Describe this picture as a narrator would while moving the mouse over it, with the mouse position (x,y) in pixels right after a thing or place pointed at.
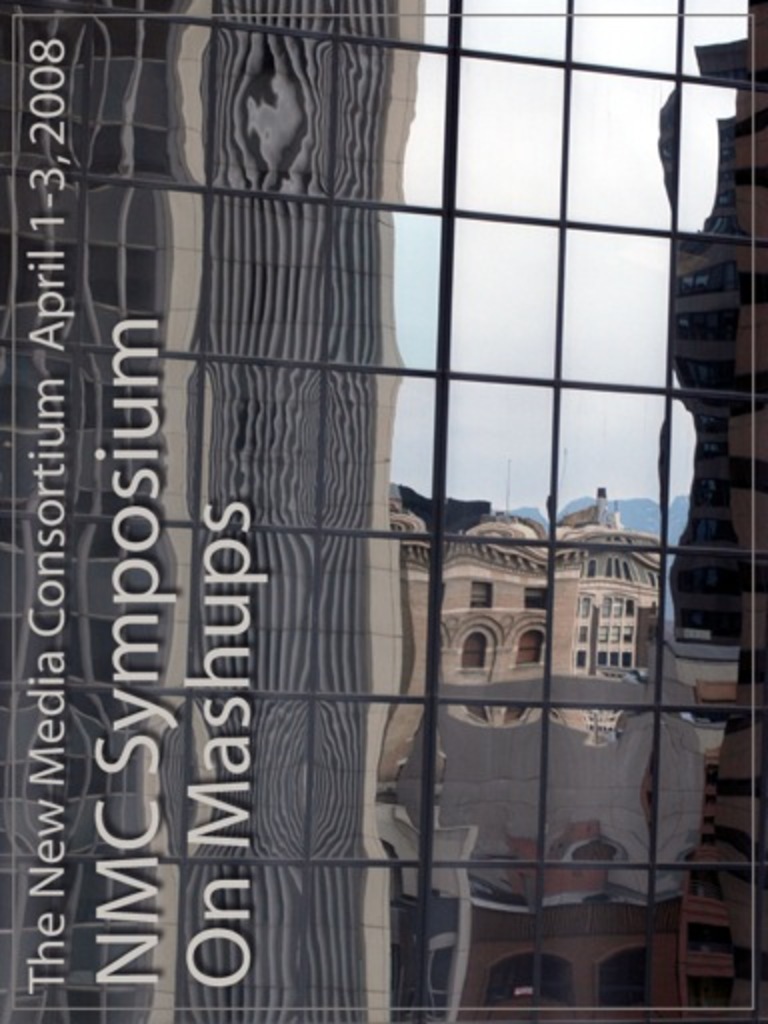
In the middle of the image (369,441) there is a glass (423,385). On the glass (423,426) we can see the reflections (278,481) of a few buildings (465,689) and there is a text (239,885) on the glass (293,586).
